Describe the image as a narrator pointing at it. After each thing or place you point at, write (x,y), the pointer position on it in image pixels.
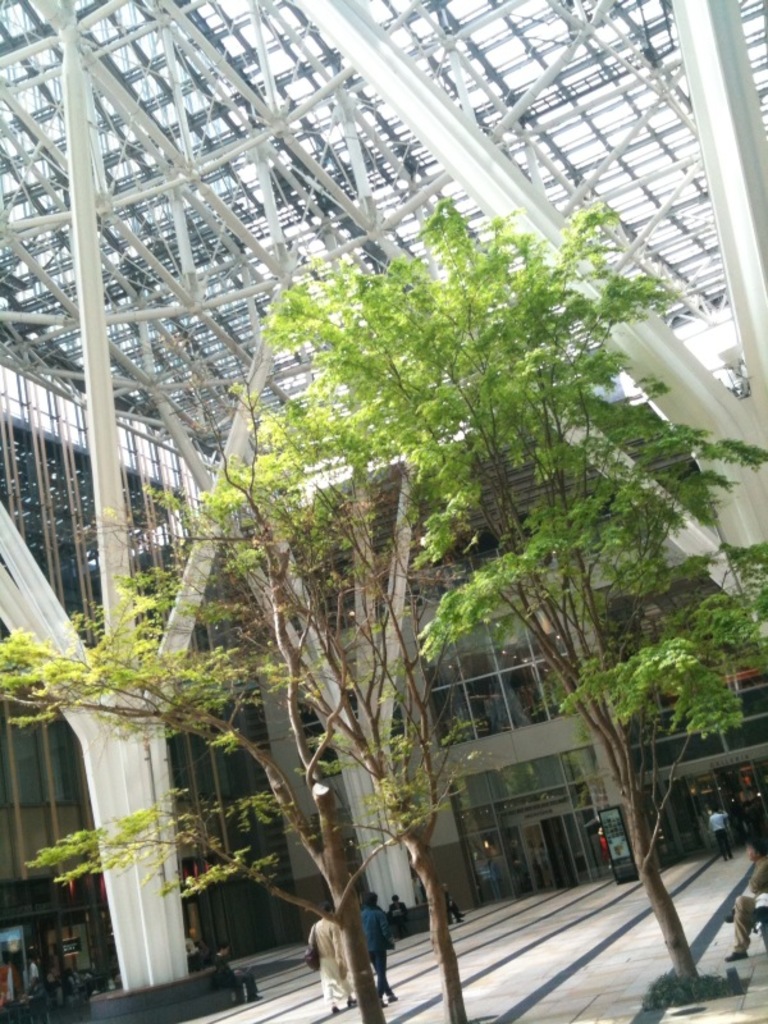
In this picture we can see trees (300,531), pillars (363,715) and a group of people (723,836) where some are sitting and some are walking on a path (544,979) and in the background (522,891) we can see a building (461,850).
